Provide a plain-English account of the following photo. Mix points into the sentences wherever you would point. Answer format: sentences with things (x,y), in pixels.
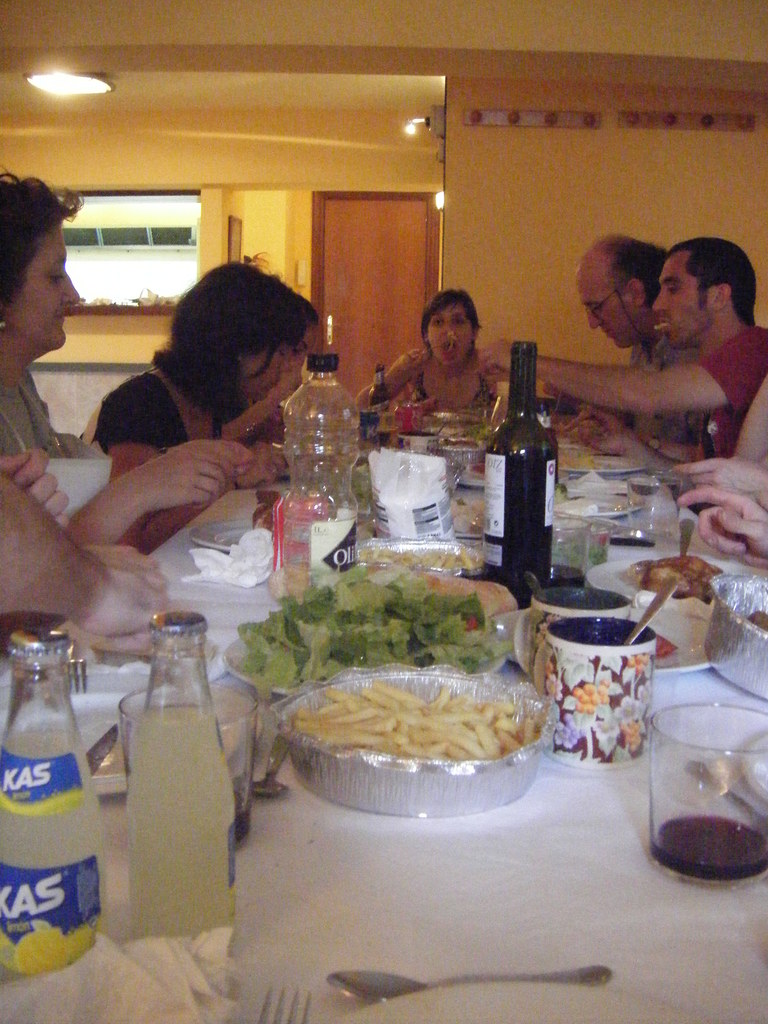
In this image, There is a table (663,1003) which is in white color on that there are some bottles (193,705) and glasses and there are some food items (537,721) on the table (704,533), There are some people (725,458) sitting on the chairs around the table (171,582), In the background (374,135) there is a yellow color and there is a brown color door (359,267).
